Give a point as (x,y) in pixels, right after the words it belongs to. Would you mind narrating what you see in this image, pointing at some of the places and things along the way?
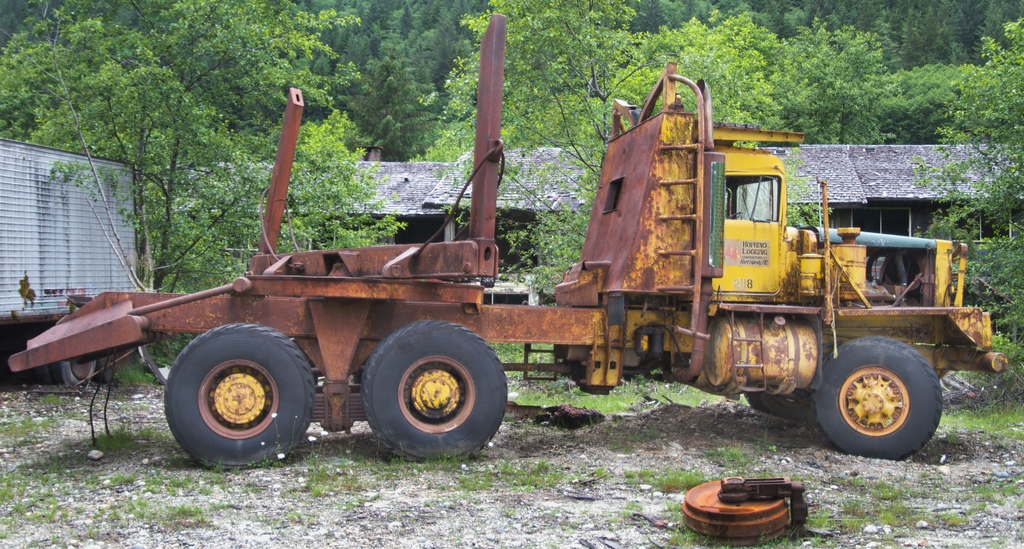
In this image we can see a vehicle (327,350) in the middle of the image (472,358) and there are some houses (889,170) and we can see a container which looks like a vehicle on the left side of the image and there are some trees (342,10) in the background (770,17).
